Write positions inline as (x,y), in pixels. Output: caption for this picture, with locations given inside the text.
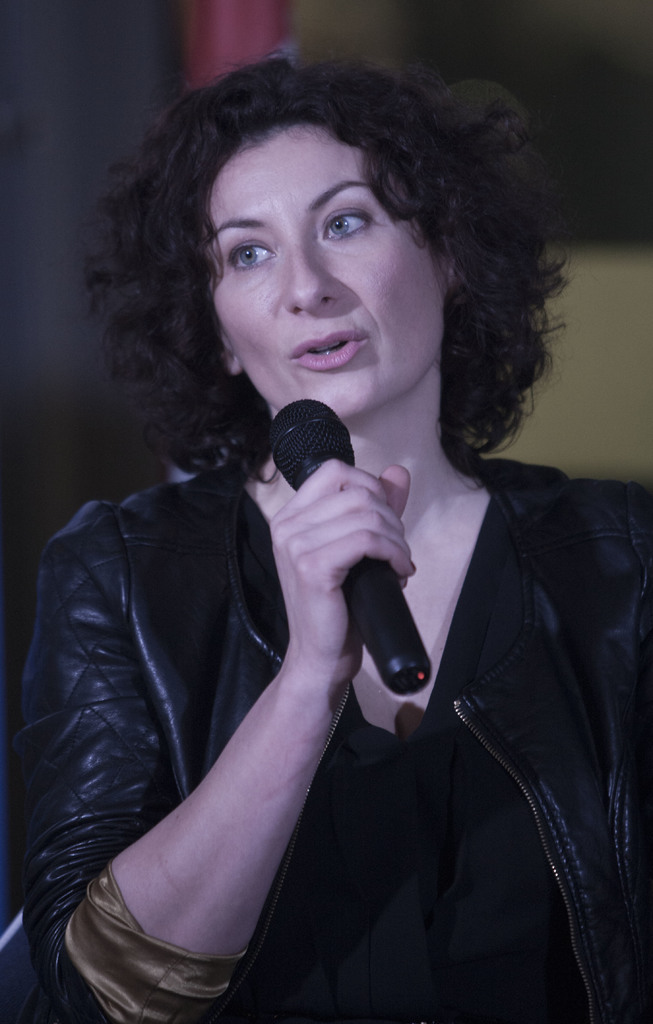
This image consist of a woman (286,402) and holding a mike (297,431) and her mouth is open and wearing a black color jacket (120,619).
